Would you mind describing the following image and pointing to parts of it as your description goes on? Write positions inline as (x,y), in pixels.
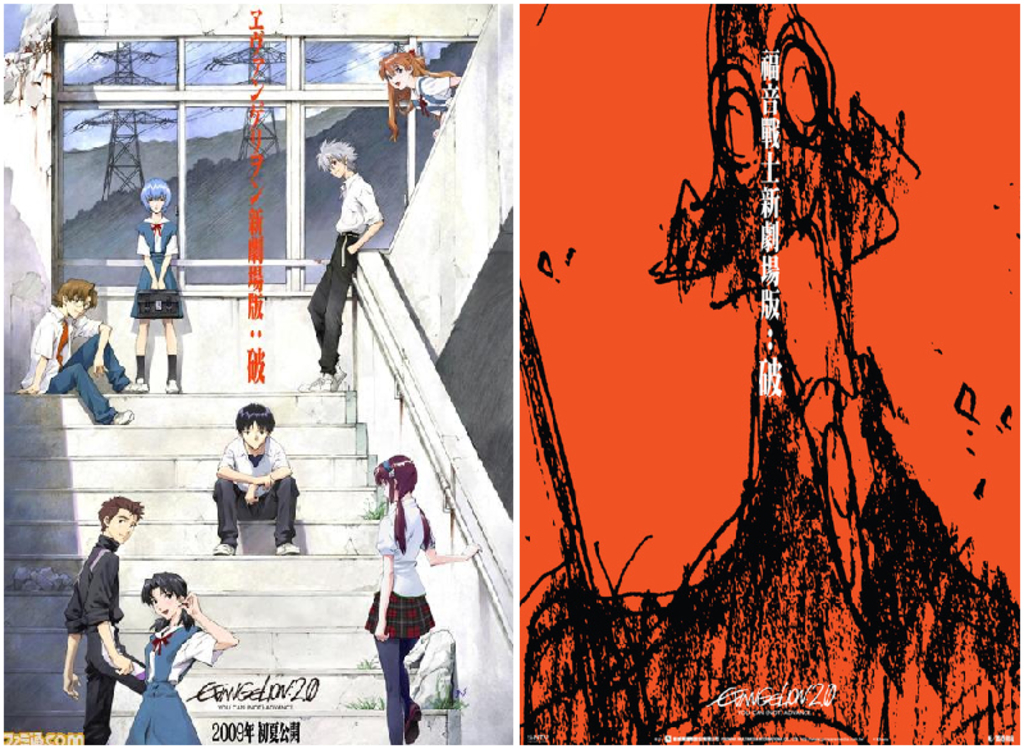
Here some people (377,476) are standing and some people (249,484) are sitting.
